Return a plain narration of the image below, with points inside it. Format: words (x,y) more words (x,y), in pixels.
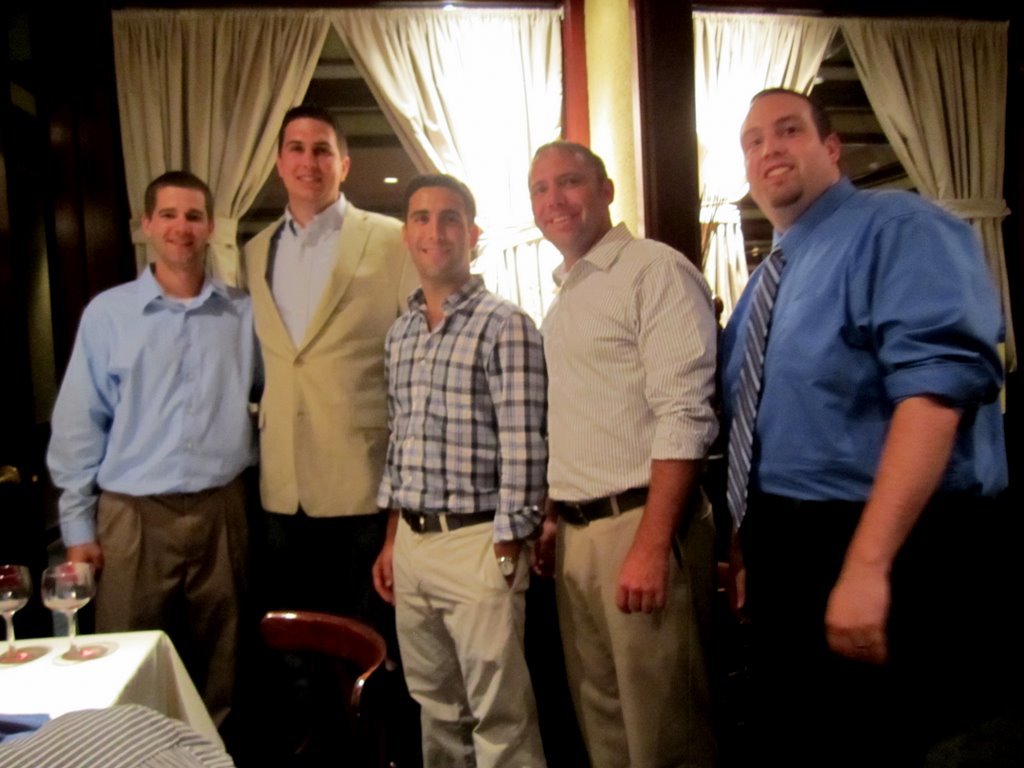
In this picture we can see five people (824,292) they are all standing and they are all laughing, in front of them we can find glasses (14,581) on the table (90,691), and we can see some curtains (250,87).
